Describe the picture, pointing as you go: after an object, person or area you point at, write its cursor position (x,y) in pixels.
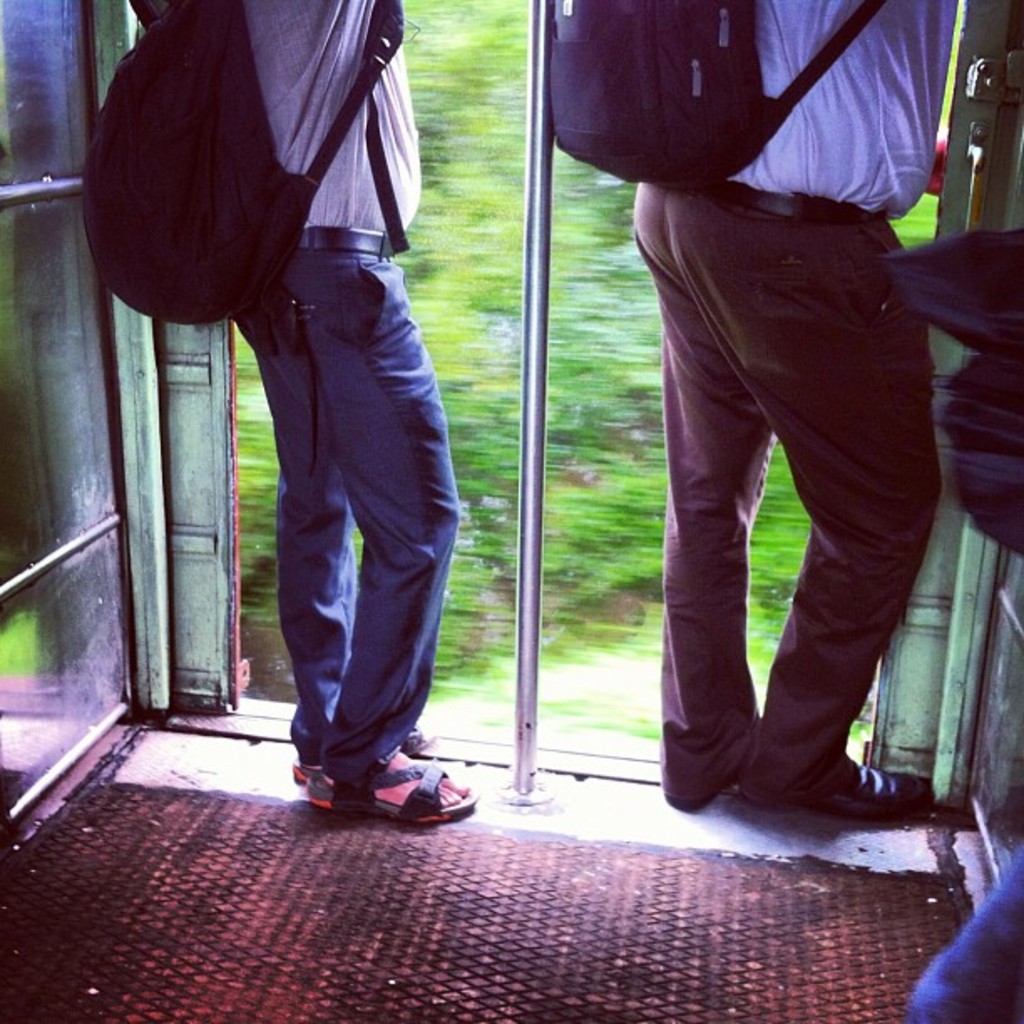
In this image, we can see an inside view of a train (860,821). There are two persons (703,301) wearing clothes (330,428) and bags (195,182). There is a pole (549,226) in the middle of the image (528,601).
